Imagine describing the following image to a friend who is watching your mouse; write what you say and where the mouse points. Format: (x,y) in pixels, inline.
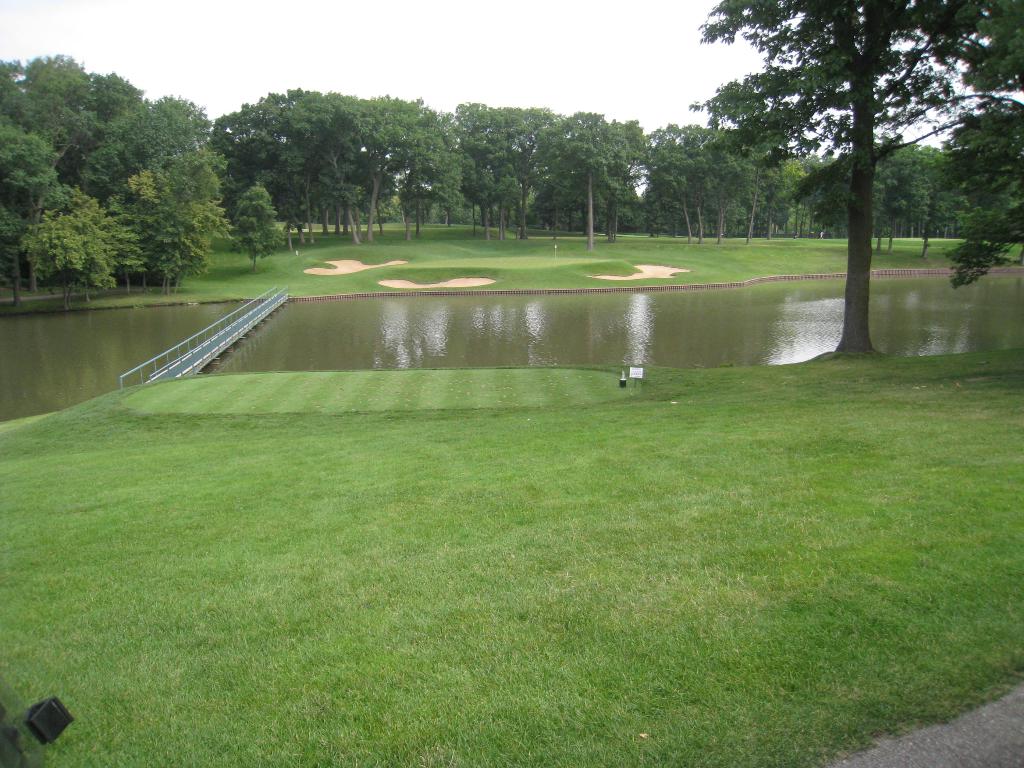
In this image we can see grassy land (567,539). Behind one bridge (223,328) and lake (707,333) is there. Background of the image (19,102) trees (592,185) are present. The sky (511,64) is covered with clouds (163,47).
